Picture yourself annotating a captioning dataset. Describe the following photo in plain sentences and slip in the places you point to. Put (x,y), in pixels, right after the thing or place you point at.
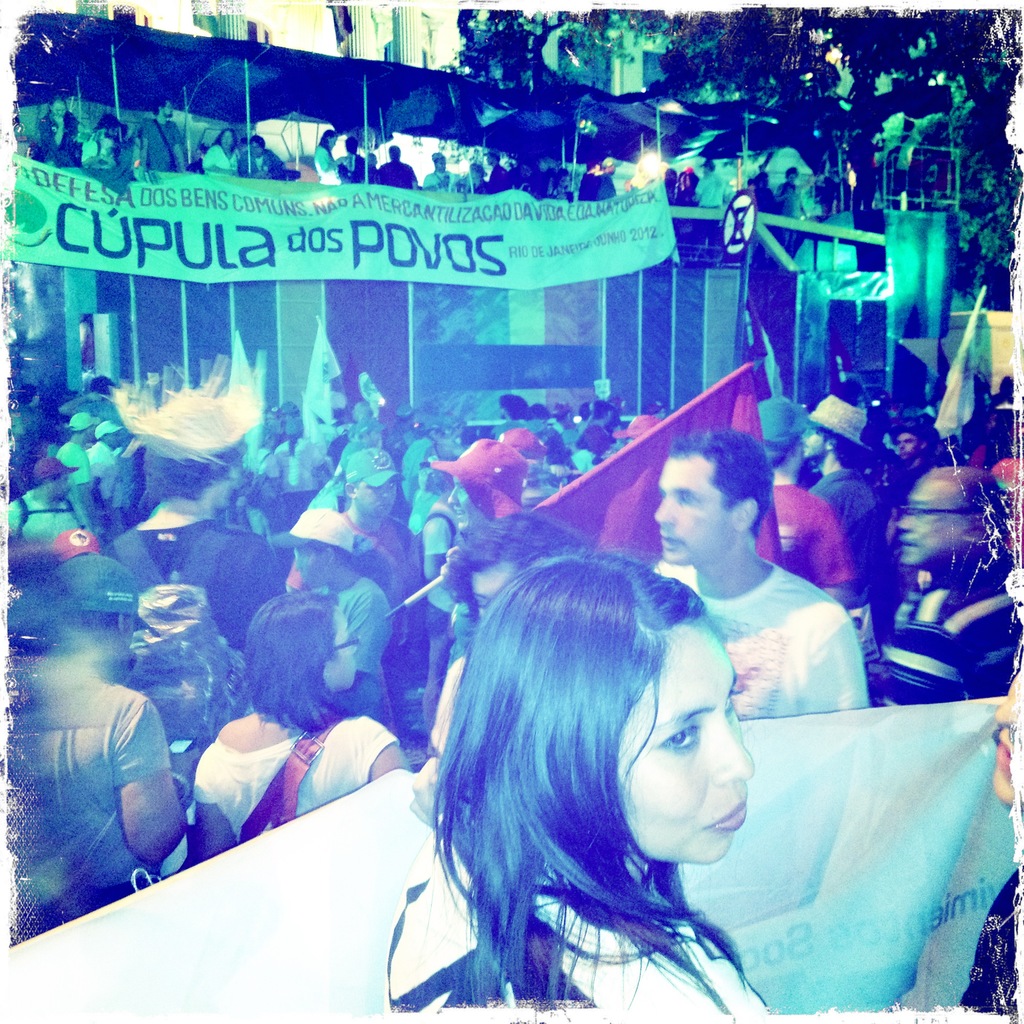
This picture is photo. In the center of the image (343,638) we can see a group of people (356,544) are standing. At the bottom of the image (582,842) a lady (587,820) is standing and holding a banner (816,786). In the center of the image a person (716,536) is standing and holding a flag (618,477). In the background of the image (558,232) we can see a banner (255,231), shed (593,101), sign board (740,220), wall (710,320), building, tree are present.
